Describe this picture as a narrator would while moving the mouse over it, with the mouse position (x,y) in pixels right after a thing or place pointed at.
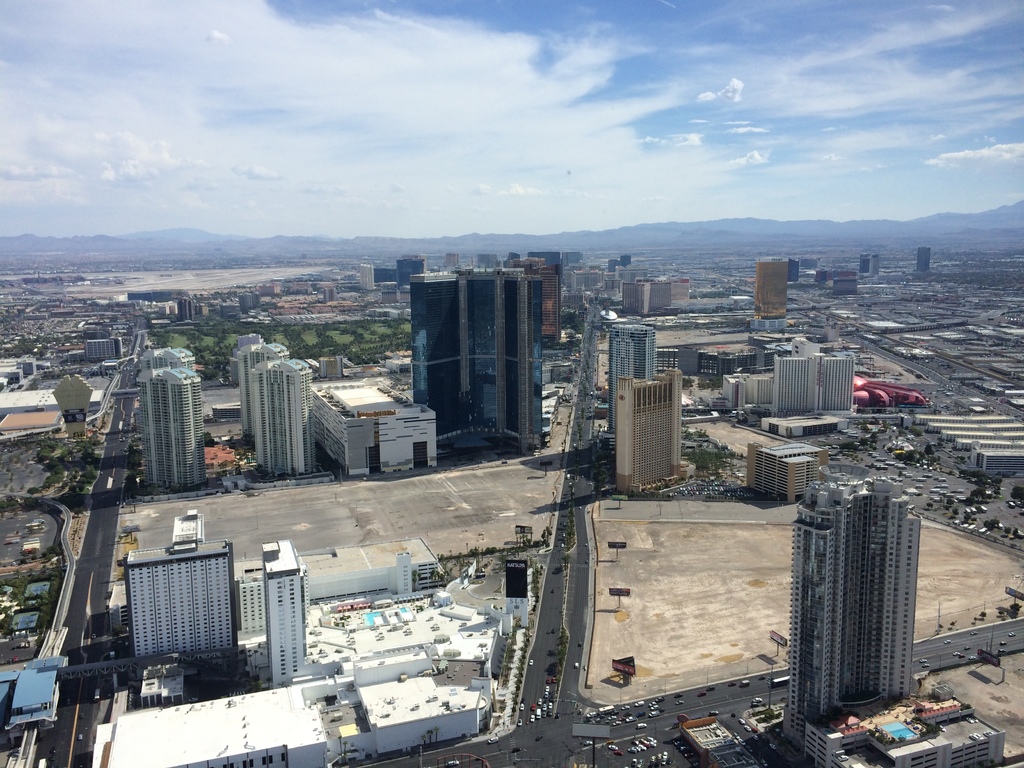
This is an aerial view and here we can see buildings (827,678), trees (54,446), towers (809,570) and there are vehicles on the road (577,406) and at the top (420,110), there is sky (520,126).
